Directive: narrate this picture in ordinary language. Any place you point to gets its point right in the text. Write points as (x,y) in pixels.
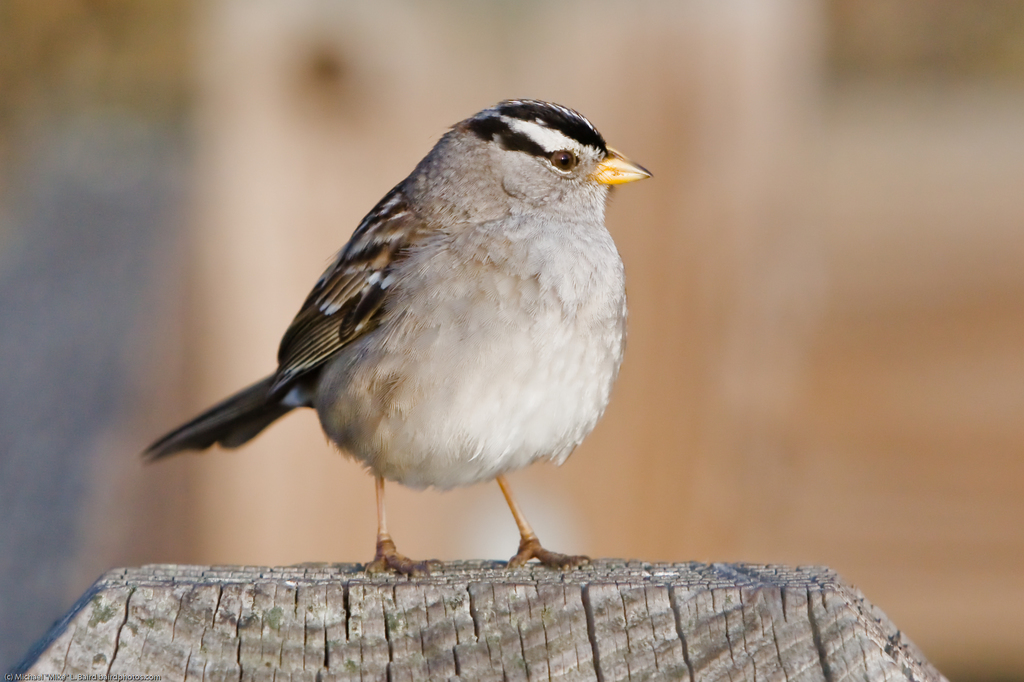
In this picture we can see a bird (513,257) on a wooden object (468,584). Behind the bird (484,263) there is the blurred background (871,548) and on the image there is a watermark (57,680).
